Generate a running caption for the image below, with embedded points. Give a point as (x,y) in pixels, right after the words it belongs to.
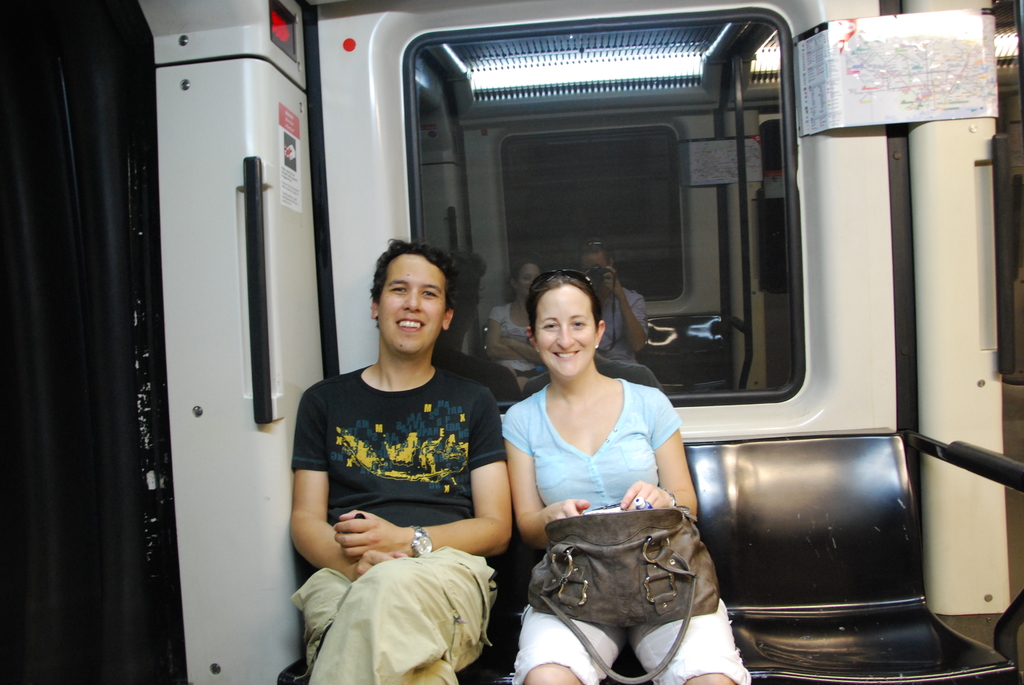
In this image I can see a man (471,459) and a woman (544,650) are sitting on a bench (886,457). Here I can see smile on their faces (383,326) and also I can see she is holding a bag (568,548).
